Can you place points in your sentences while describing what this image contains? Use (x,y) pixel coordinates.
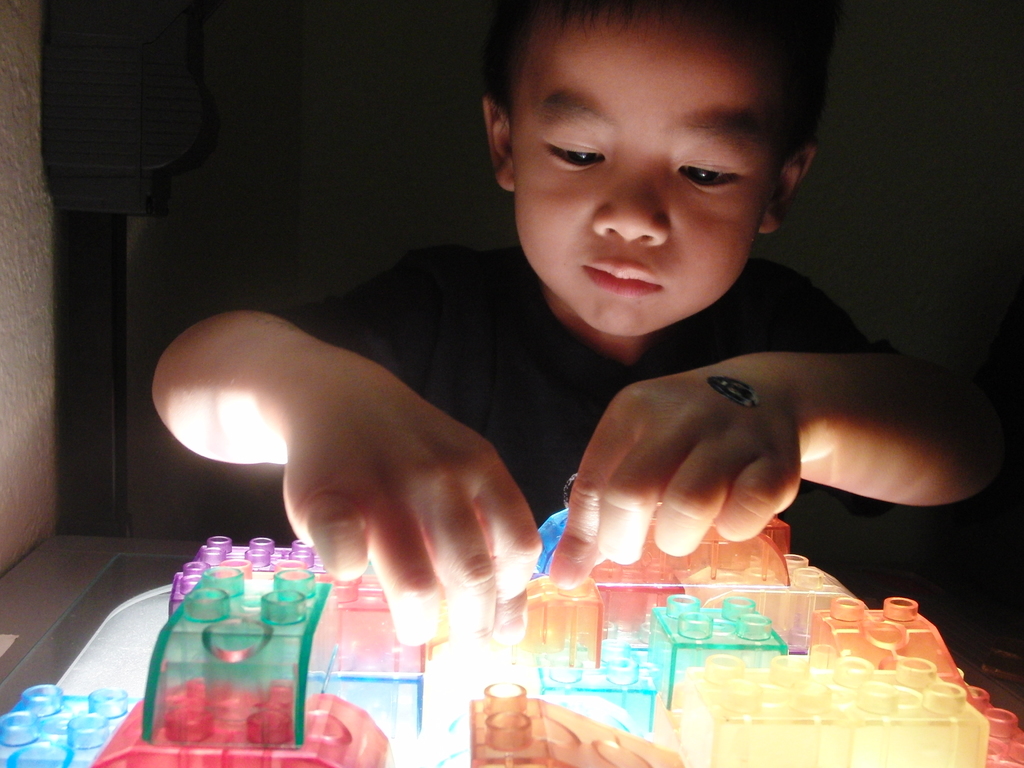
In this image we can see a boy (340,483) is sitting, and playing with the toys (574,612), the background (281,61) is dark.
